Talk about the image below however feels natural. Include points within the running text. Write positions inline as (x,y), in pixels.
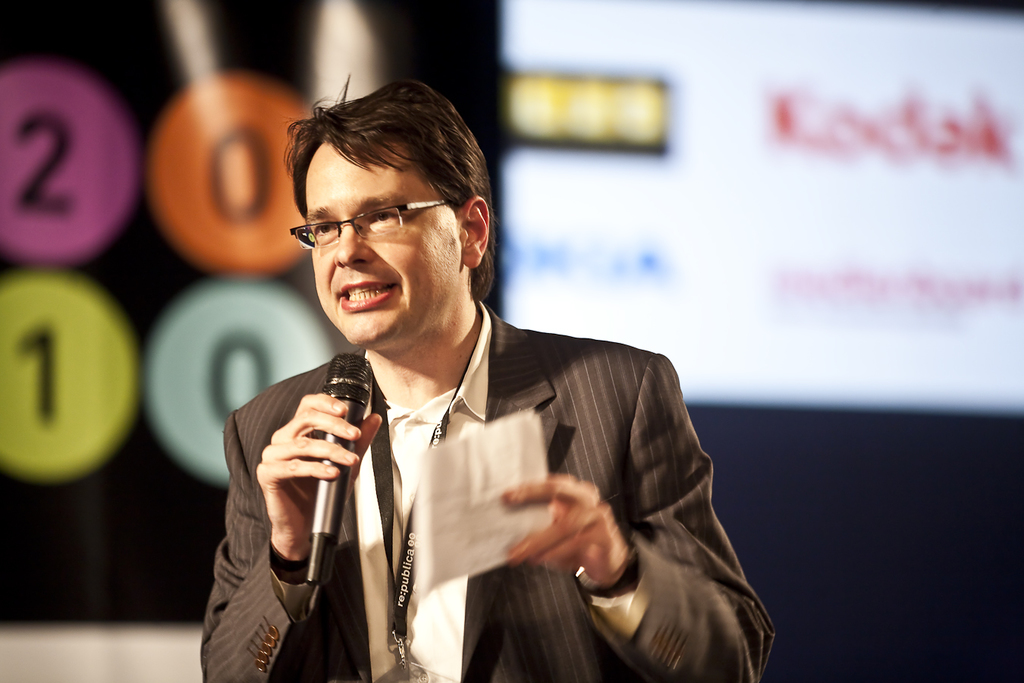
There is one person (497,358) standing and holding a Mic (333,434) and a paper (437,480) as we can see in the middle of this image (368,420). There is a wall (830,579) in the background (201,280). There are numbers (30,206) present on the left side of this image (41,212).
